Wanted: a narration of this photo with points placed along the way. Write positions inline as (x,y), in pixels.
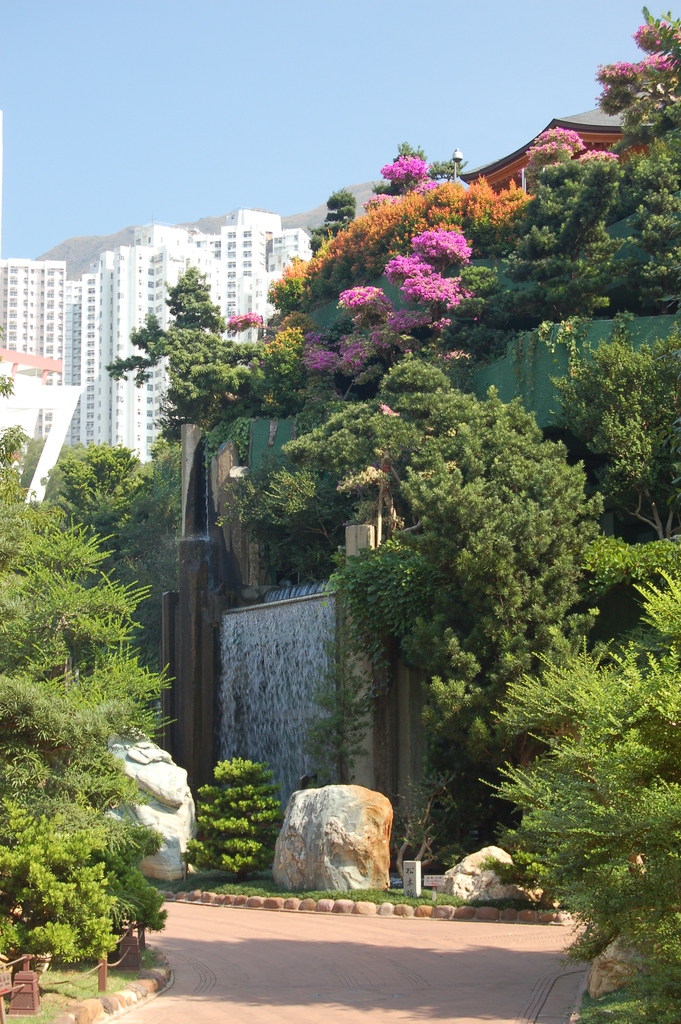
In this image I can see the road (262,976), few rocks (307,865), few trees (267,840) on both sides of the road (249,980) and few flowers (439,292) which are pink and orange in color. In the background (61,272) I can see few buildings (166,254) which are white in color and the sky (236,112).
